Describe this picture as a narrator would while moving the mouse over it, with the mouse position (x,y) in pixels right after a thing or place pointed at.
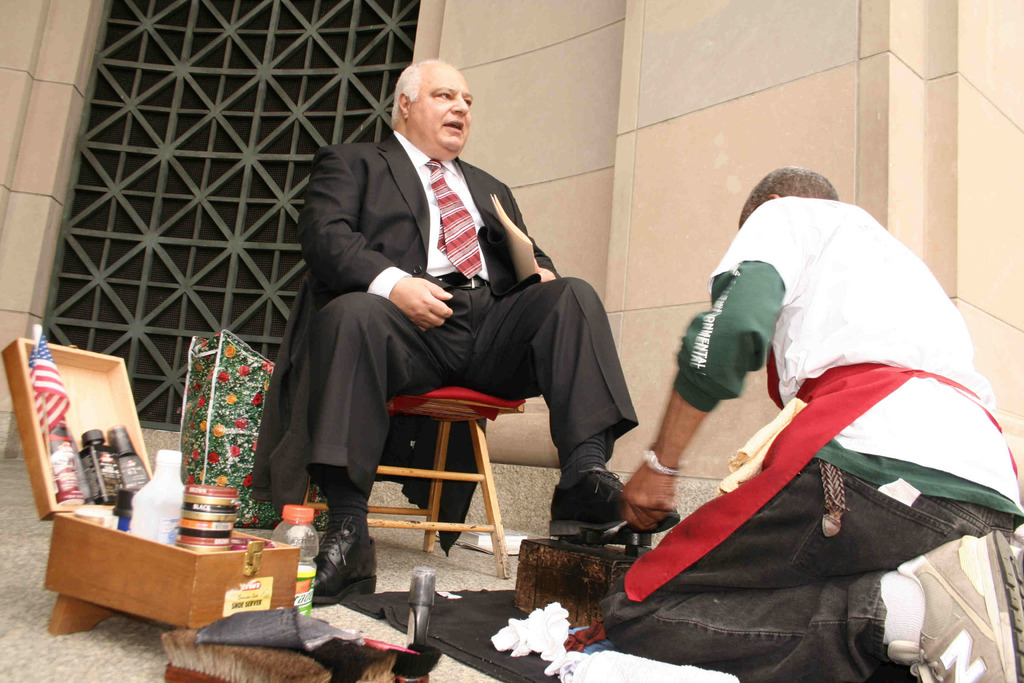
In this image we can see two people (675,418). On the left side (162,544) there is a box (18,390) and some objects (169,516) in it. The man (379,218) is sitting on the stool (427,409).
